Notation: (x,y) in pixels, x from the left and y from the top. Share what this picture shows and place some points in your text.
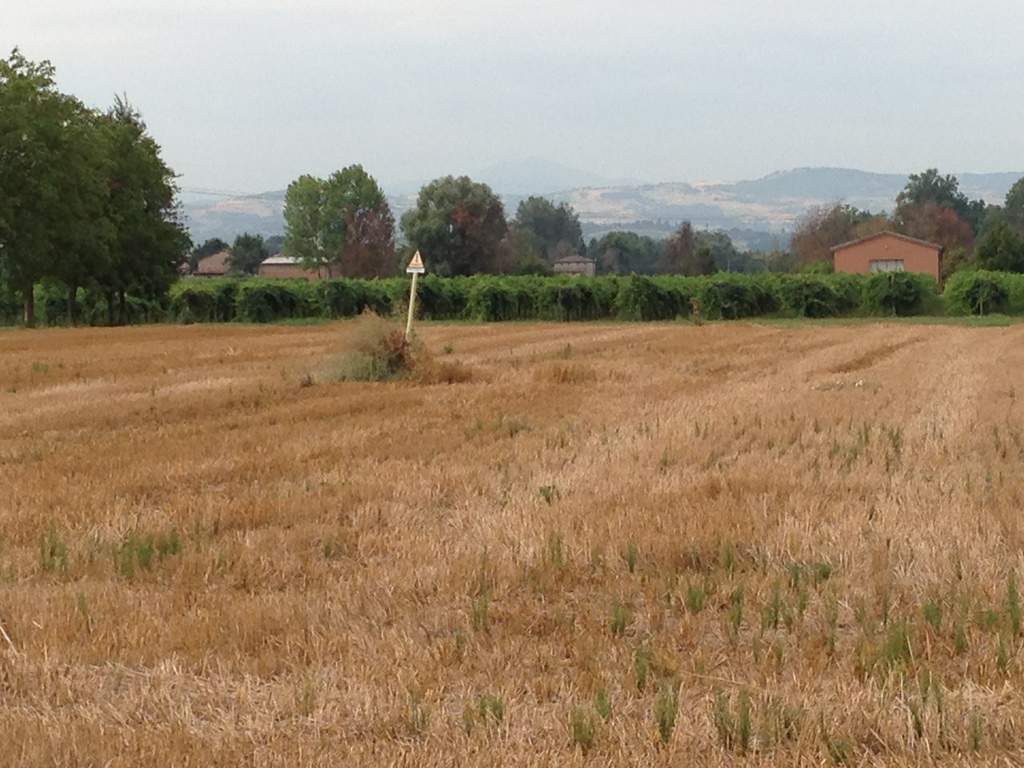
In the center of the image (483,270) there are trees (94,145). At the bottom (567,632) there is grass (644,578) and we can see a sign board (422,263). In the background (326,271) there are sheds (901,253), hills (711,224) and sky (626,58).
